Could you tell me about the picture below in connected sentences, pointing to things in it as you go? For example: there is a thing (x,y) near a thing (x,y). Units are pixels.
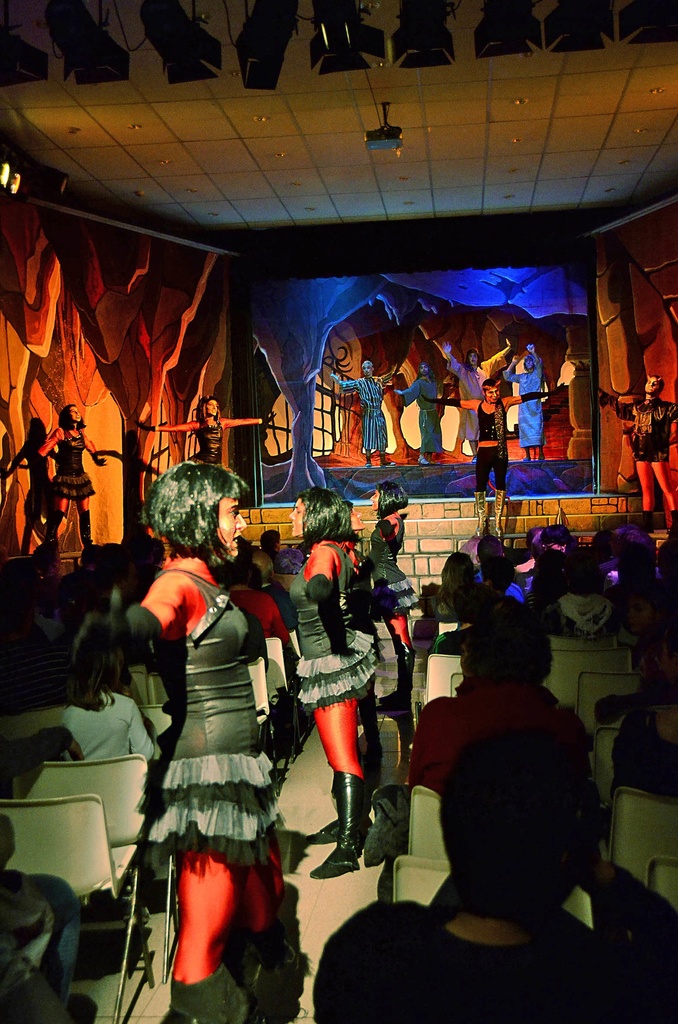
In the image we can see there are many people (504,659) wearing clothes (214,645), some are standing and some of them are sitting. There are chairs (36,799), this is a floor (347,878), poster (193,343) and light (419,65).
